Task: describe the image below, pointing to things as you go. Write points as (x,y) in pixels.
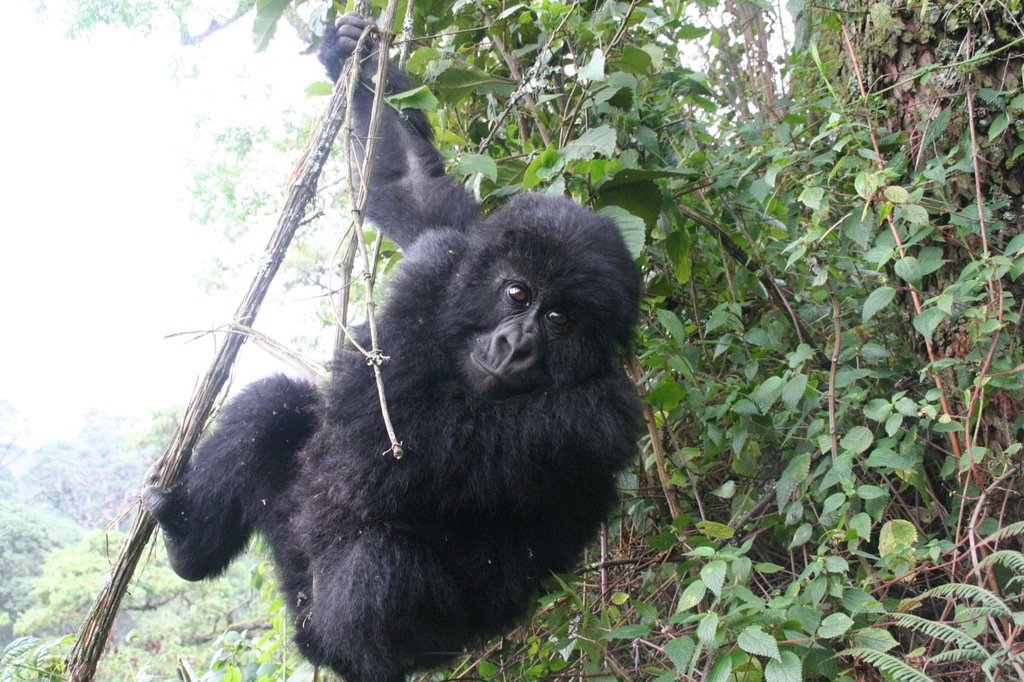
In this image we can see an animal (232,486) on a plant (362,167). To the right side of the image (787,142) we can see some plants (774,269). In the background (161,417), we can see some trees (95,490) and the sky (122,216).
